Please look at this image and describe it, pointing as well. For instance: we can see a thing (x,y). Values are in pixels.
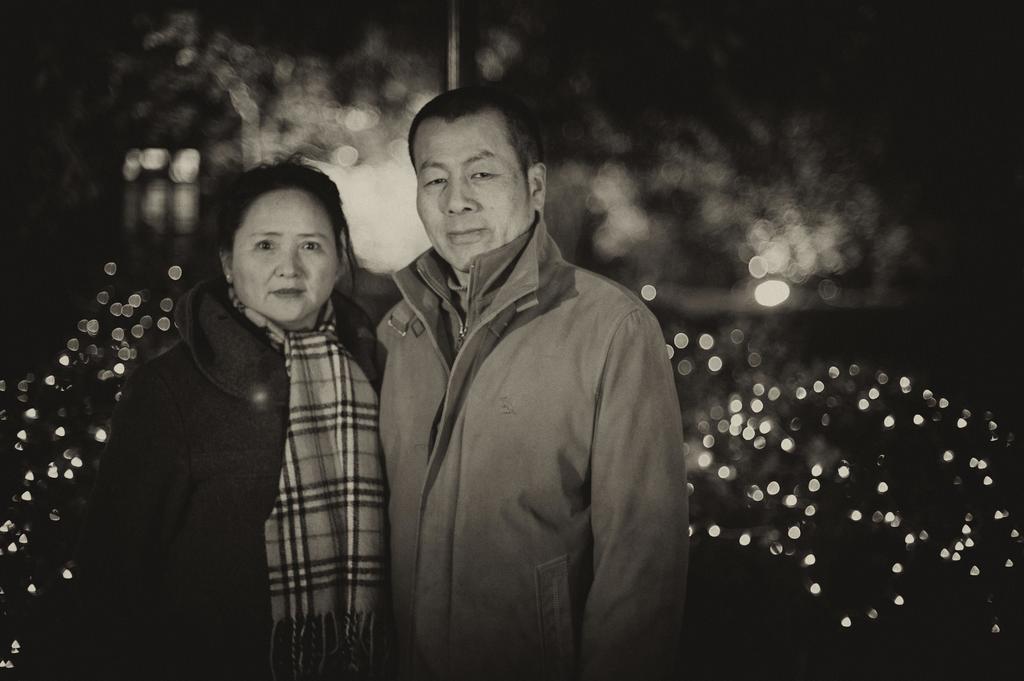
On the left side (203,481), there is a woman (211,314) in a jacket (211,314), serious and standing. Beside her, there is a person (409,414) in a jacket (615,348), smiling and standing. In the background (768,472), there are lights (133,304) arranged. And the background (18,108) is dark in color.
